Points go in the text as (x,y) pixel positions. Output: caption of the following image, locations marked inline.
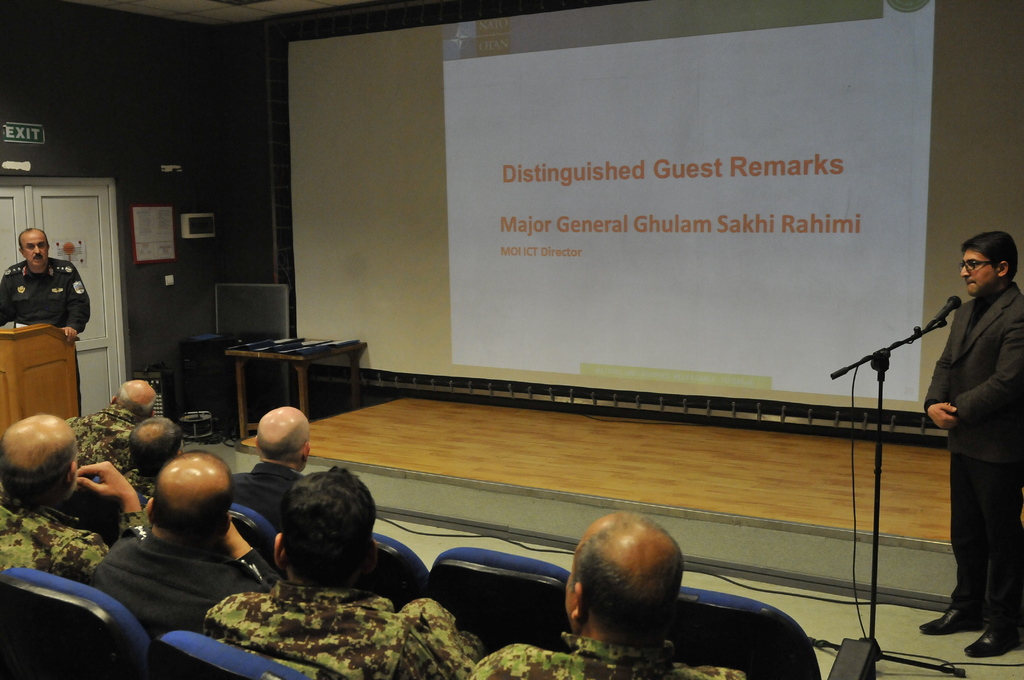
In this picture there are people (361,533) those who are sitting on the chairs (565,580) at the bottom side of the image (638,528) and there is a projector screen (651,355) in front of them and there are two men (1015,375) on the right (963,340) and left side of the image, there is a table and a door (22,195) on the left side of the image (18,225).
